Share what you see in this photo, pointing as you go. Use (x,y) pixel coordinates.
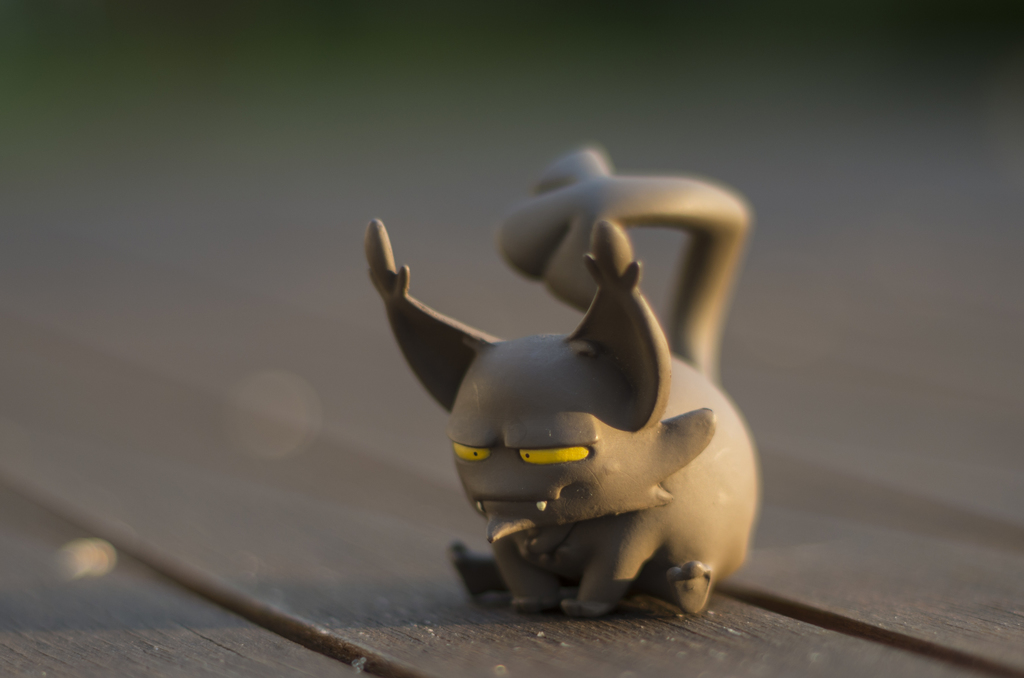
In the image we can see a toy (521,480), gray in color. This is a wooden surface (300,609) and the background (481,21) is blurred.
